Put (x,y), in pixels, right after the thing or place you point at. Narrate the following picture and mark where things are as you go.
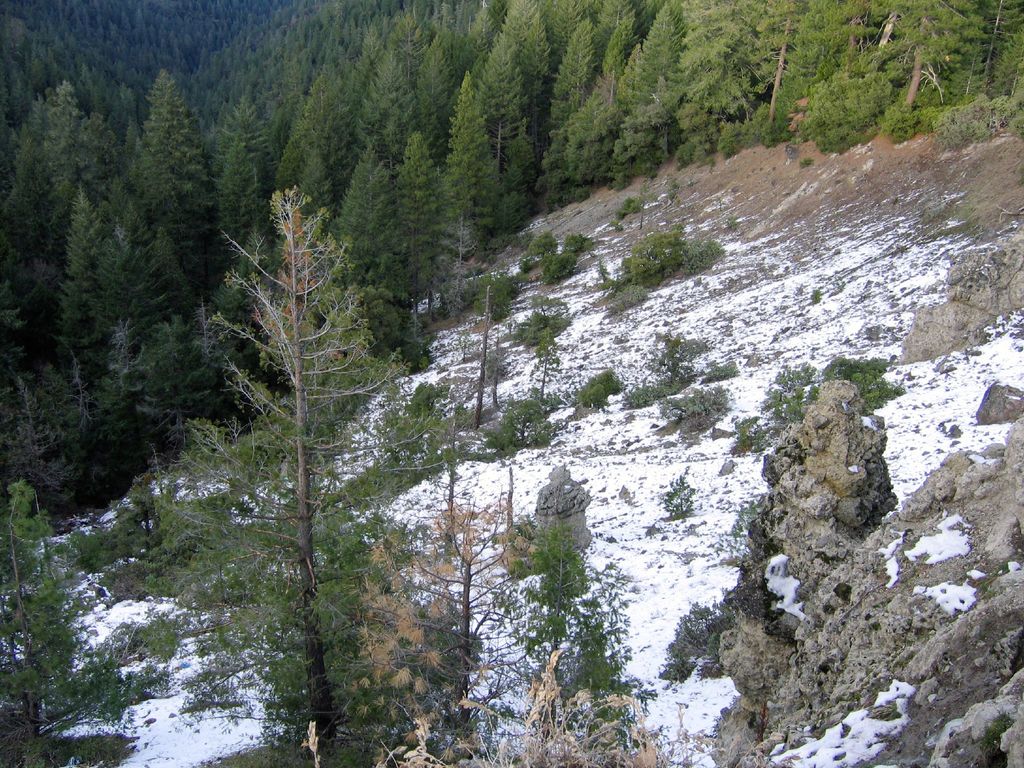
There are rocks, snow (366,424), and trees (454,440) around the area of the image.
